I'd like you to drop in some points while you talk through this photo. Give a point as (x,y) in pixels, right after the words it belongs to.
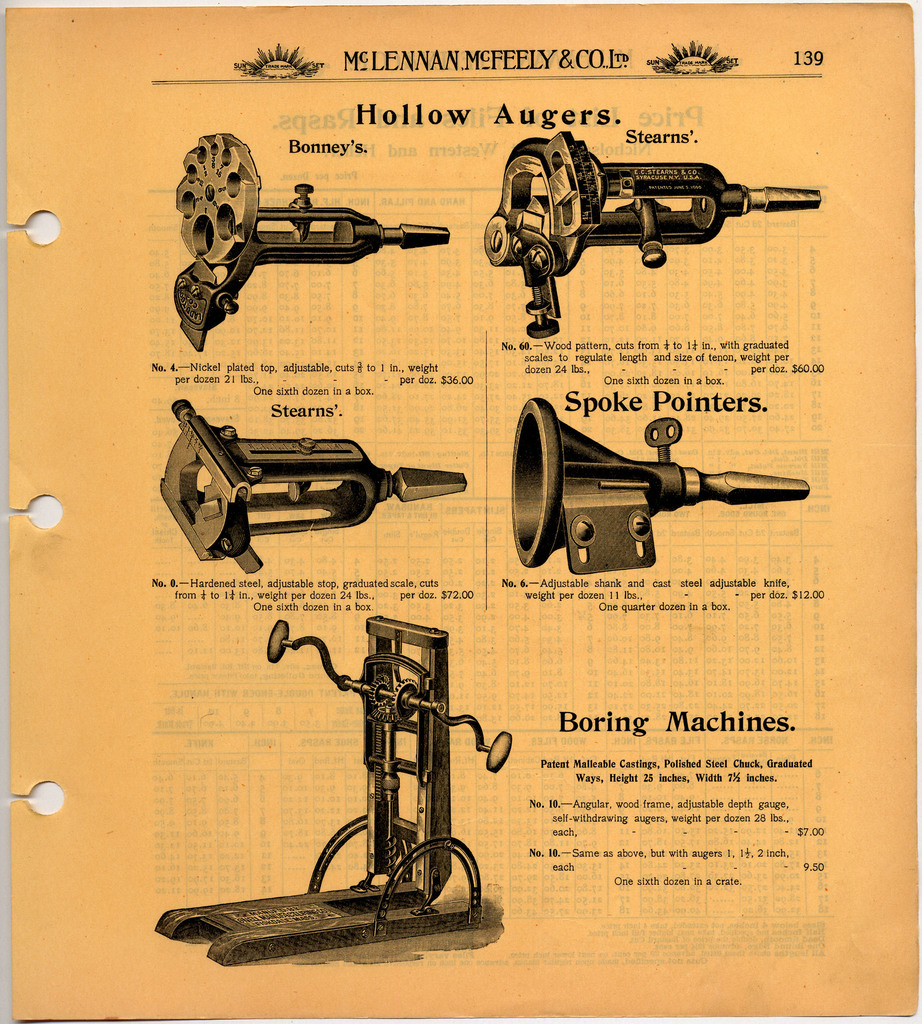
In the image we can see a piece of paper (287,958). This is a number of the page (803,58), printed text (561,107) and these are the objects (562,236).
